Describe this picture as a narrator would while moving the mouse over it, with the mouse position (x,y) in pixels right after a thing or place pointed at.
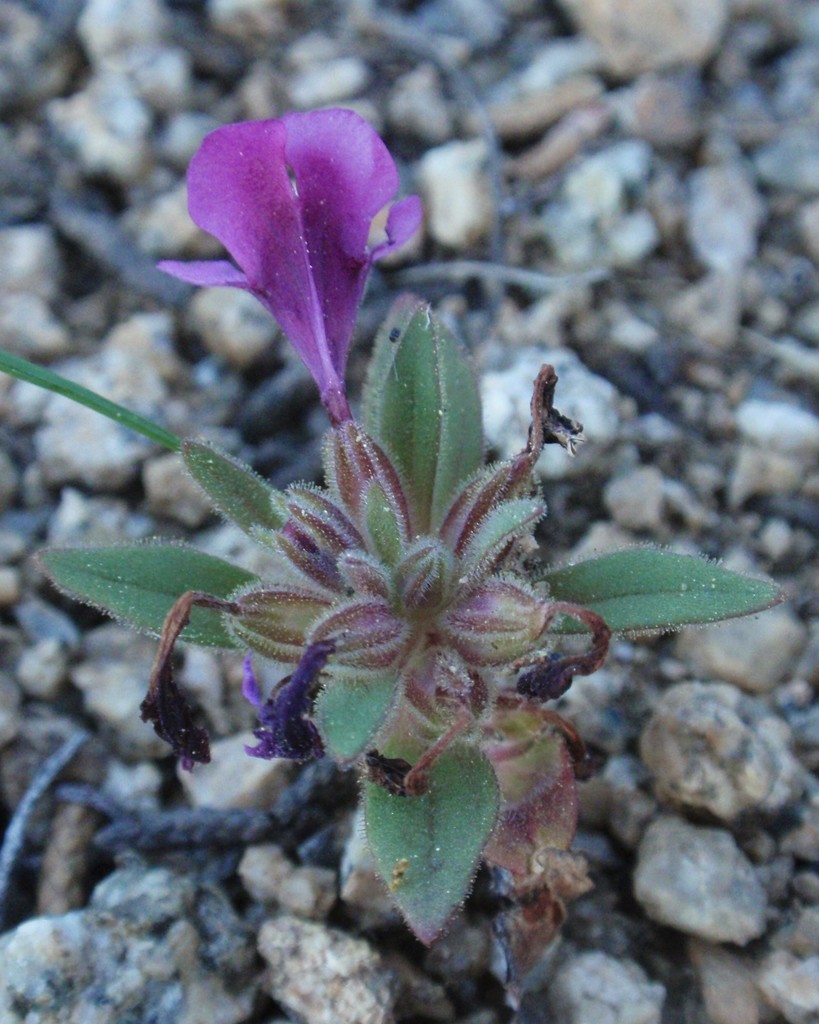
Here we can see a plant (624,579) and a flower (268,119). There are stones (258,895).
